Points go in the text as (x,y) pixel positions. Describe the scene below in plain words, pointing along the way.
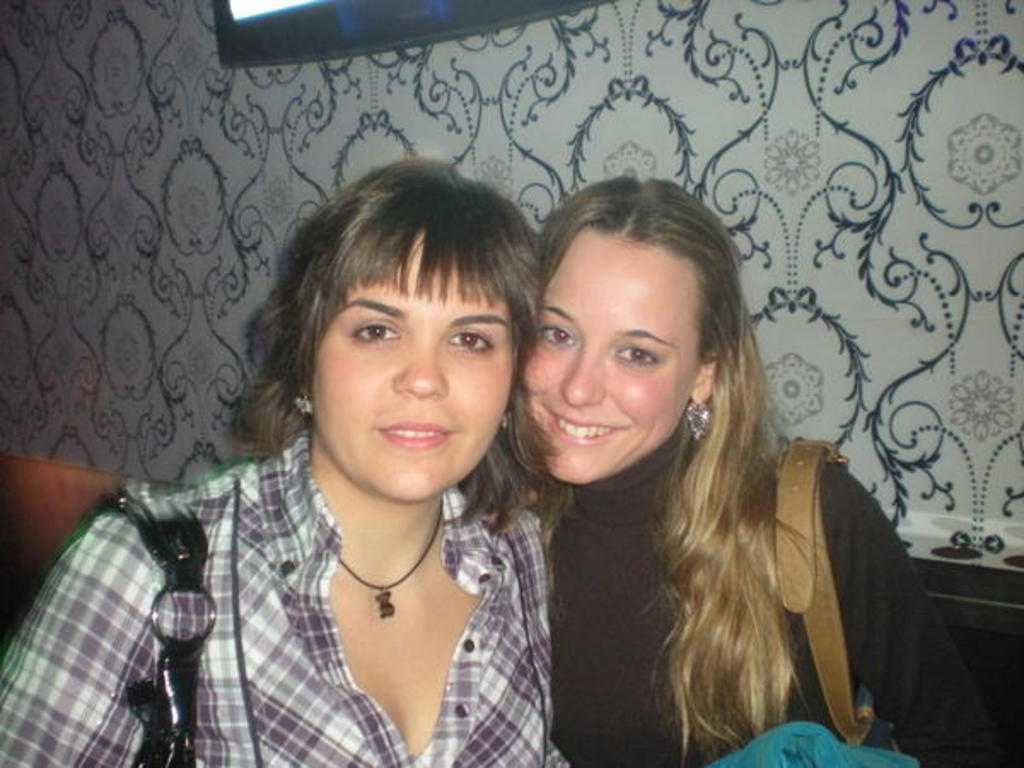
In this image there are two girls (505,572) sitting together on couch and smiling.
